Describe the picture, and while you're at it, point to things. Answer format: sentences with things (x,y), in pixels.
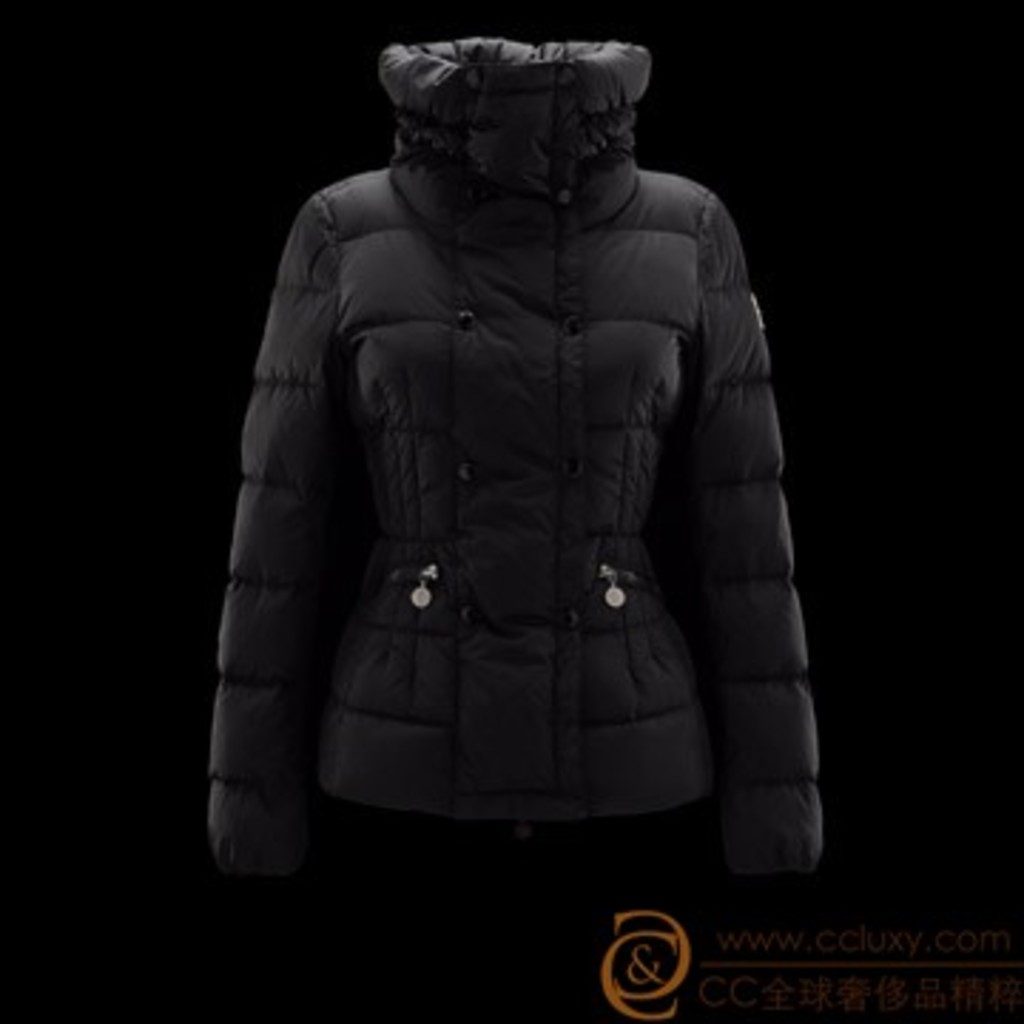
There is a image of a coat (571,541) in the middle of this image (491,541). There is a logo (650,937) with some text (867,968) at the bottom of this image (664,978).
